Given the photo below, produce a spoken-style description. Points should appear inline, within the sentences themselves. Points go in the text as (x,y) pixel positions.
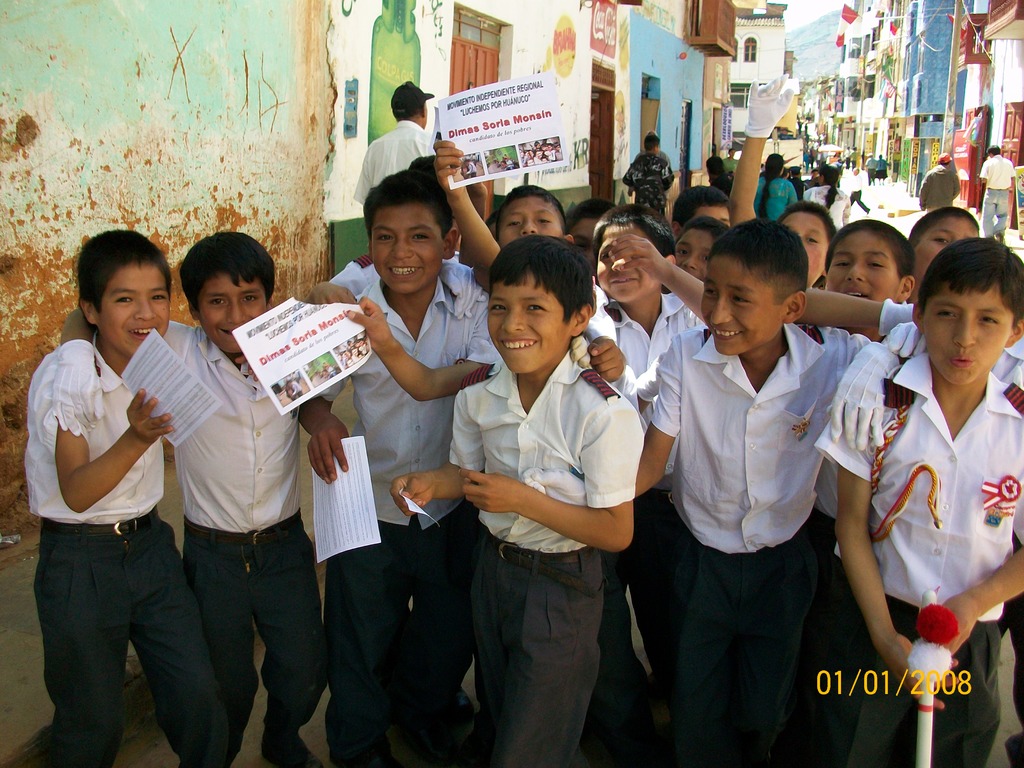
In this image we can see a group of children (554,422) holding the papers (362,503). On the backside (552,172) we can see a person (641,161) walking, some buildings (605,165) with windows (648,104) and the sky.
